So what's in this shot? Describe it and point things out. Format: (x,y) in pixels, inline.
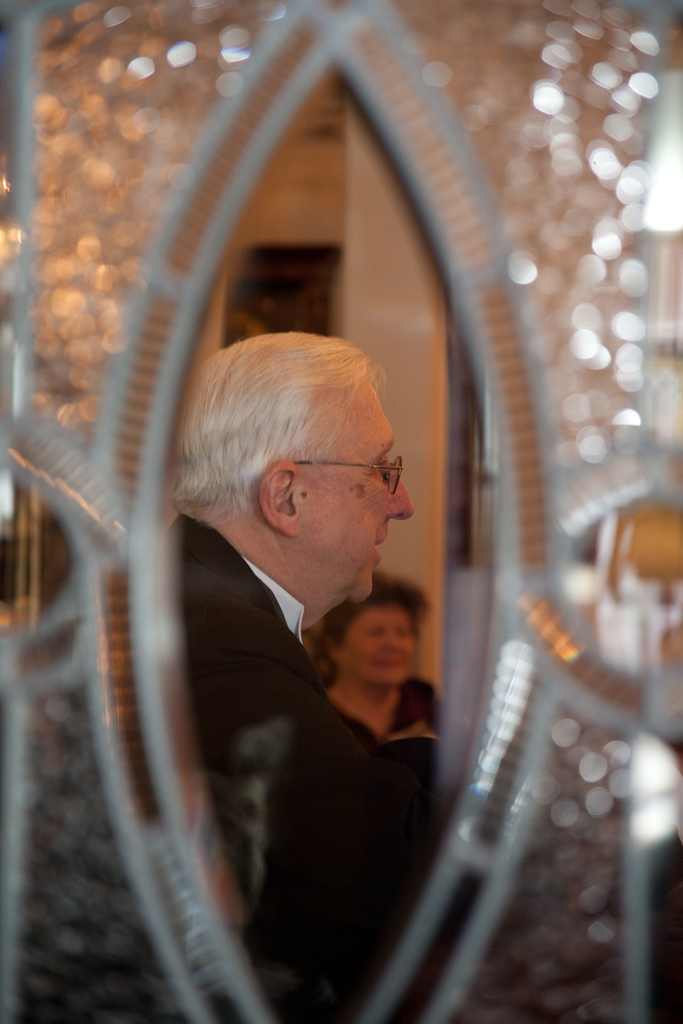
It is a mirror (544,632), in the middle (238,349) an old man (229,672) is looking at that side. He wore black color coat (240,715) and spectacles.
